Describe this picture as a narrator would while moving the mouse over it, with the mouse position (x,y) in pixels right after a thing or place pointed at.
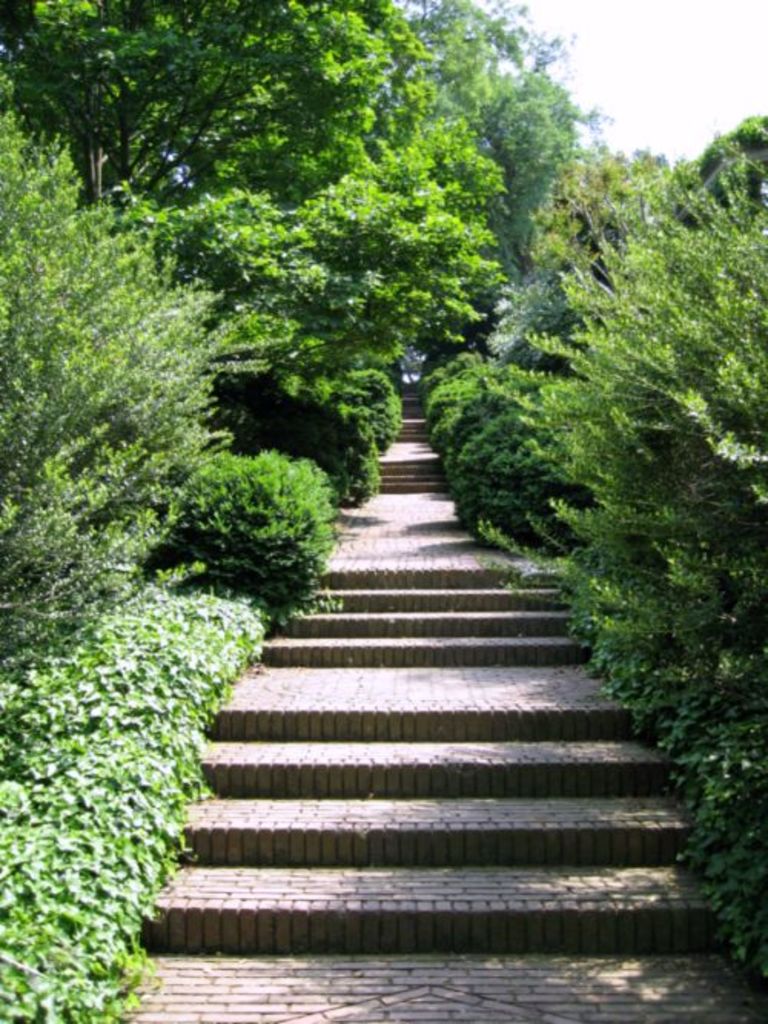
In the image I can see few stairs (495,761) which are made up of bricks (404,789) and number of trees (125,415) which are green in color on both sides of the stairs (493,772). In the background (667,30) I can see the sky (580,69).
